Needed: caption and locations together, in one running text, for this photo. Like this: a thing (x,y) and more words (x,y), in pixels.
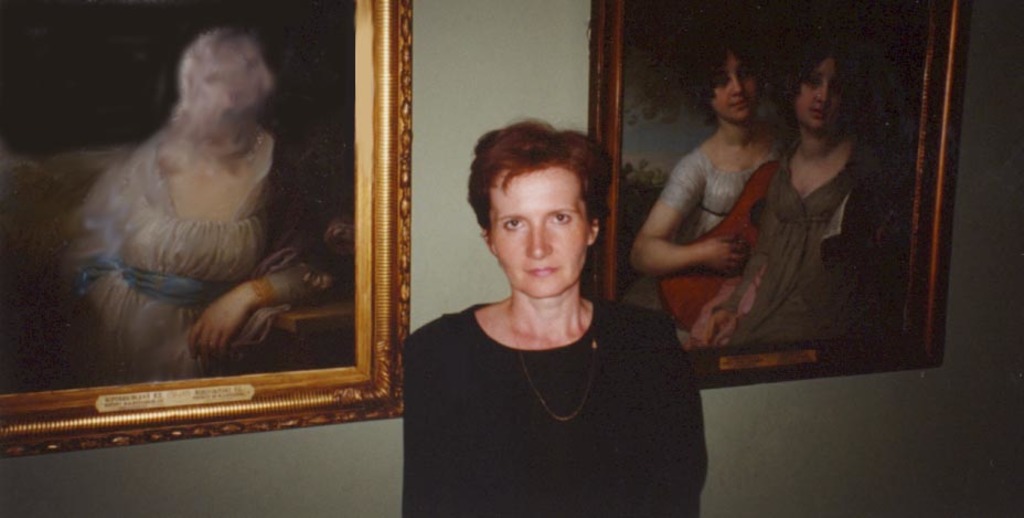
This is the woman (540,447) standing. She wore a black dress (539,359). I can see two photo frames (407,108), which are attached to the wall (487,50). I think these are the paintings (798,208).
